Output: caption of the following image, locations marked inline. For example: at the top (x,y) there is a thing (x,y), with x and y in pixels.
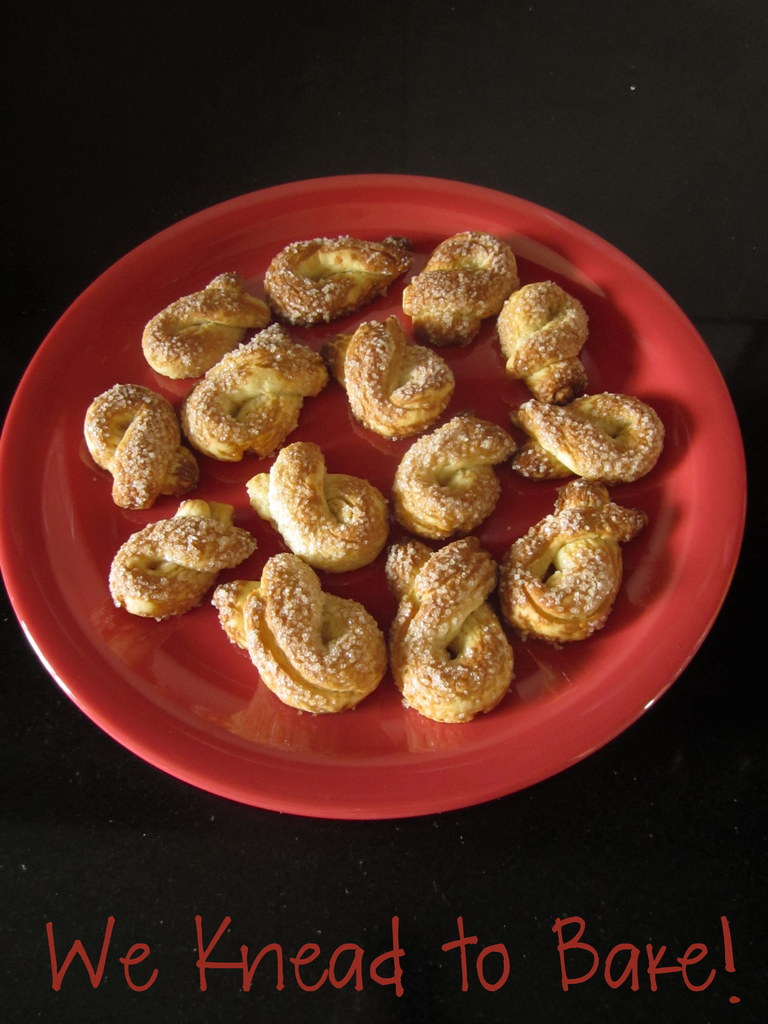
In this image we can see a food item (374,635) on the plate (113,640), the background (684,229) is dark.
